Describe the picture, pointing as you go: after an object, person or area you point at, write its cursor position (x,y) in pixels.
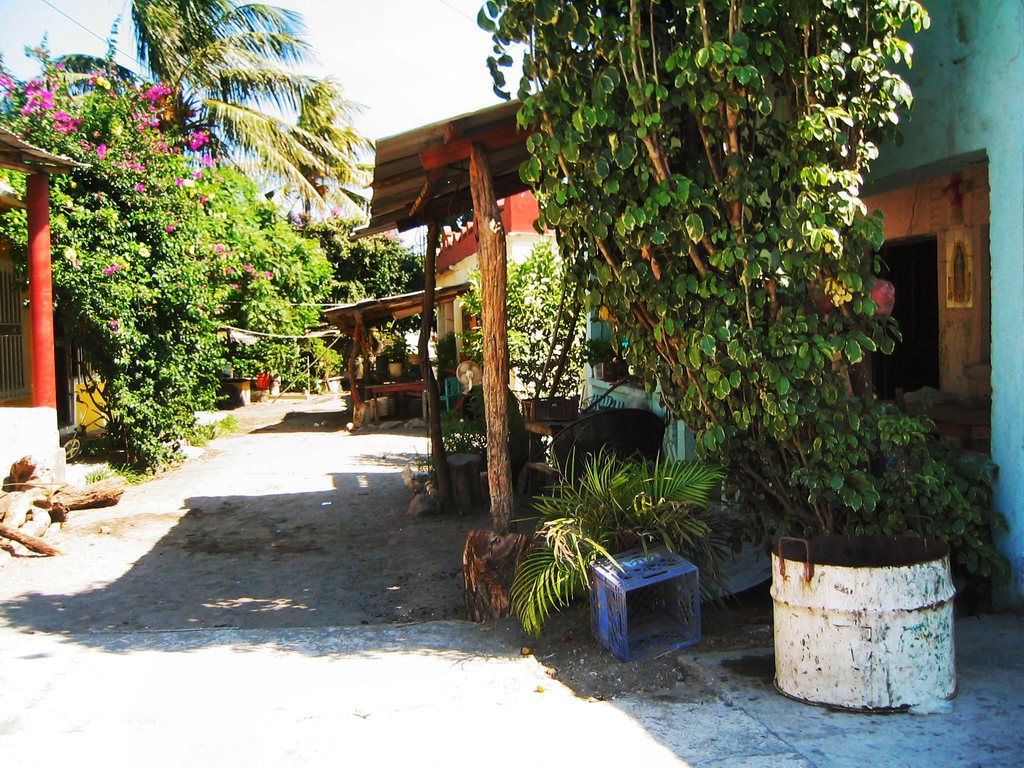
This picture shows houses (475,260) and we see trees (858,308) and a tree bark (5,532) on the ground (89,735). We see plastic basket (688,587) and a cloudy sky (348,79).
